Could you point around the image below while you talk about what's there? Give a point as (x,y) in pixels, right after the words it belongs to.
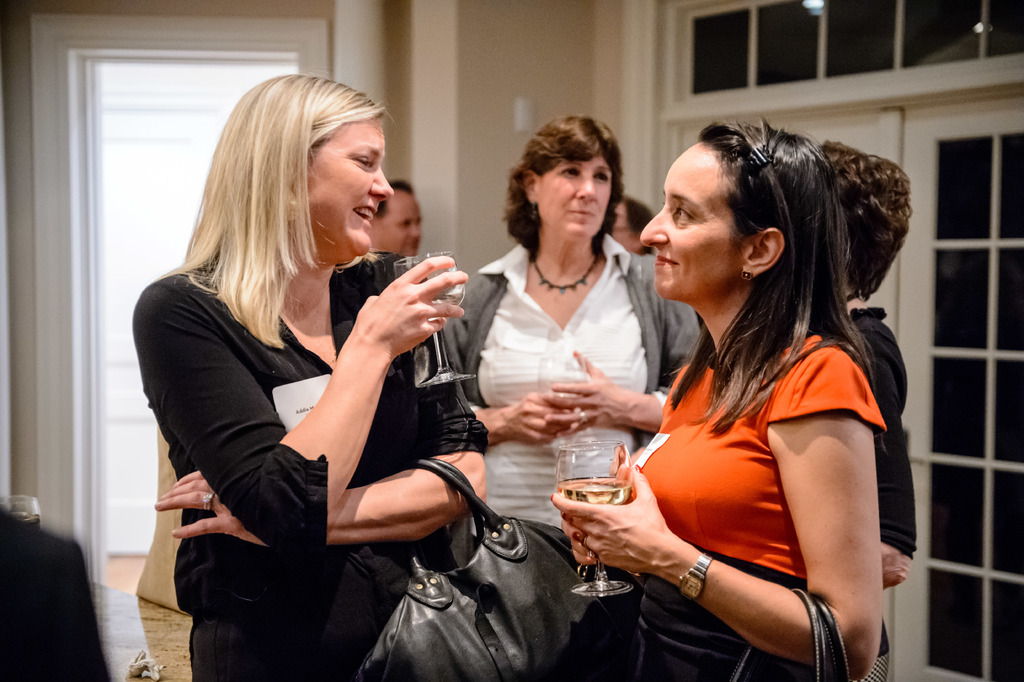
In this picture we can see two women (332,400) carrying bags (425,638), holding glasses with their hands (643,478), smiling and at the back of them we can see some people (505,299) and in the background (456,60) we can see the wall (492,92), window (977,378) and some objects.
